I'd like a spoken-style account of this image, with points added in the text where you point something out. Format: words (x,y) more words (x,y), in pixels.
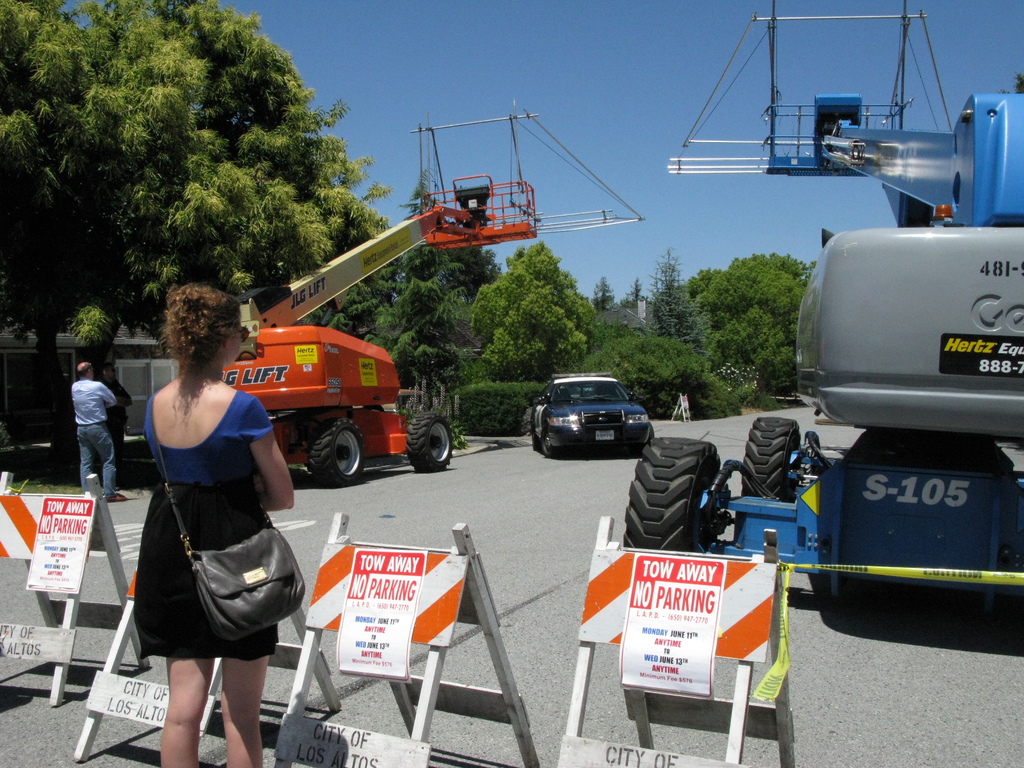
This picture shows two cranes (511,226) and a car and a woman (164,513) standing and few trees (417,261) around.
